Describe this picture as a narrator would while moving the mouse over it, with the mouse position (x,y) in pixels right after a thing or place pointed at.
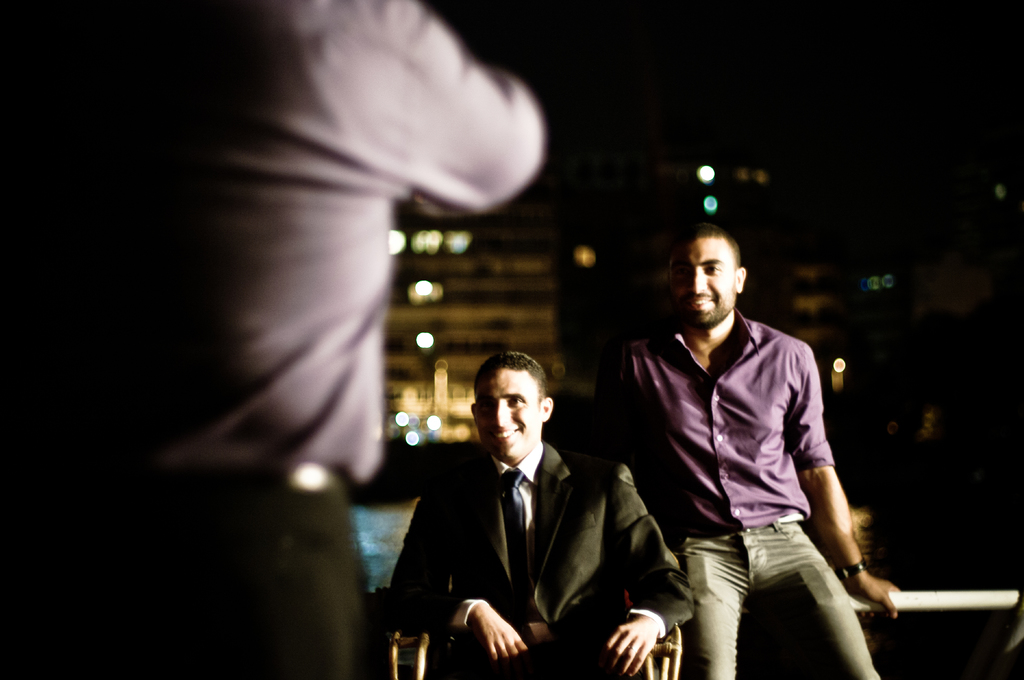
The man (501,529) in black blazer (538,547) is sitting on the chair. Beside him, the man (712,454) in the purple shirt (764,519) is sitting on the iron rod (914,593). Both of them are smiling. The man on the left corner of the picture (220,159) wearing a purple shirt (371,121) is clicking photos. Behind them, we see water (379,520) and we see buildings (551,267). In the background (945,372) it is black in color. This picture is clicked in the dark.
